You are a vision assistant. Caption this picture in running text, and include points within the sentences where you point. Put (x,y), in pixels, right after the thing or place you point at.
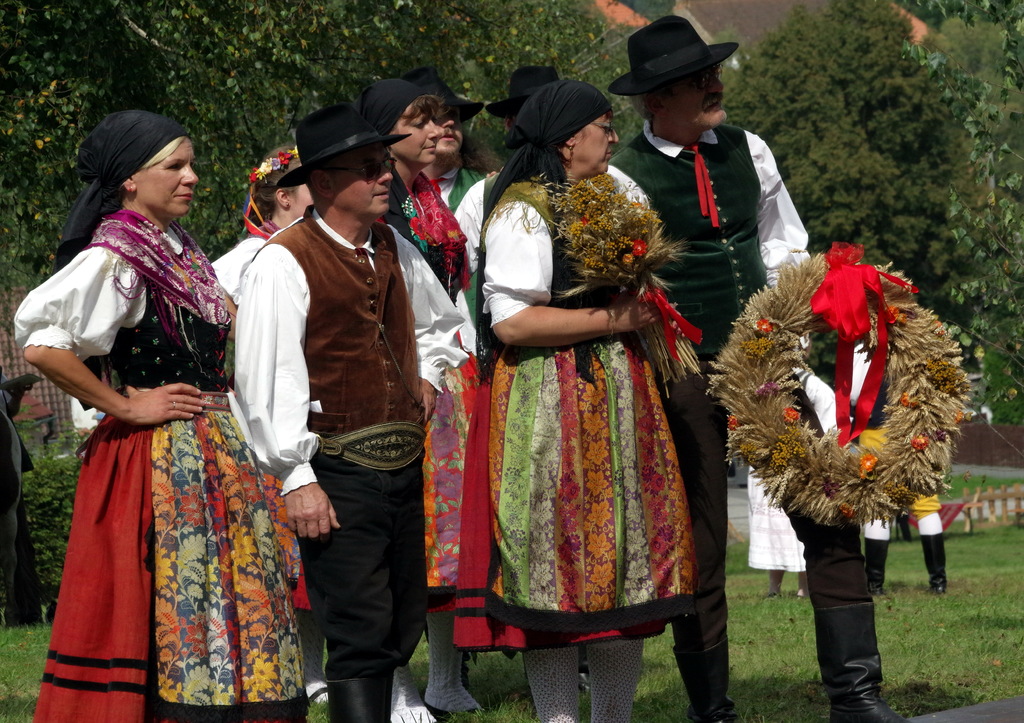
In this picture I can see group of people (300,465) standing, there is a person (699,363) holding a wreath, there is another person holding a flower bouquet (680,352), and in the background (999,381) there are trees (900,194).
